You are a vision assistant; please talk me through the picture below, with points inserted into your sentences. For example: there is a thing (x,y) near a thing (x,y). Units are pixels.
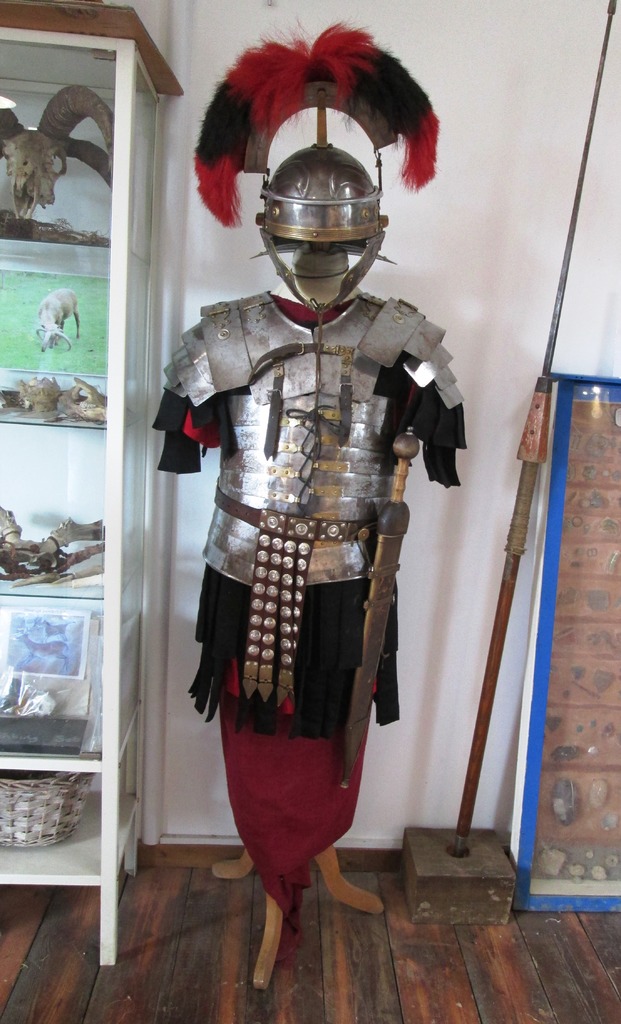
In this image, we can see a metal costume (350,407), we can see a rack (29,601) on the left side (23,586), in the background (615,92), we can see the wall (519,111) and there is a wooden floor (419,934).
